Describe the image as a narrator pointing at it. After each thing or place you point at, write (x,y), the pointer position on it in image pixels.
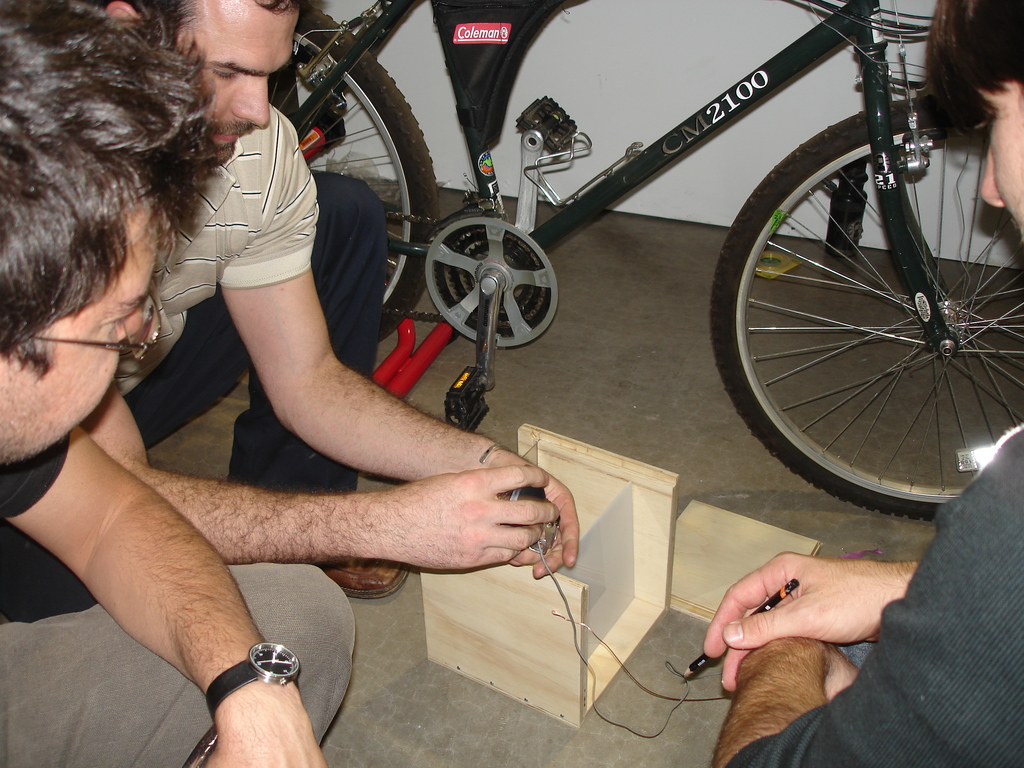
In this image we can see three people (142,674). Beside these people (829,611) there is a bicycle (468,218). On the floor (615,355) there is a wooden object (648,488) and bottle (842,237). This man (284,209) is holding an object (539,497). Another man (951,689) is holding a pencil (790,591).
